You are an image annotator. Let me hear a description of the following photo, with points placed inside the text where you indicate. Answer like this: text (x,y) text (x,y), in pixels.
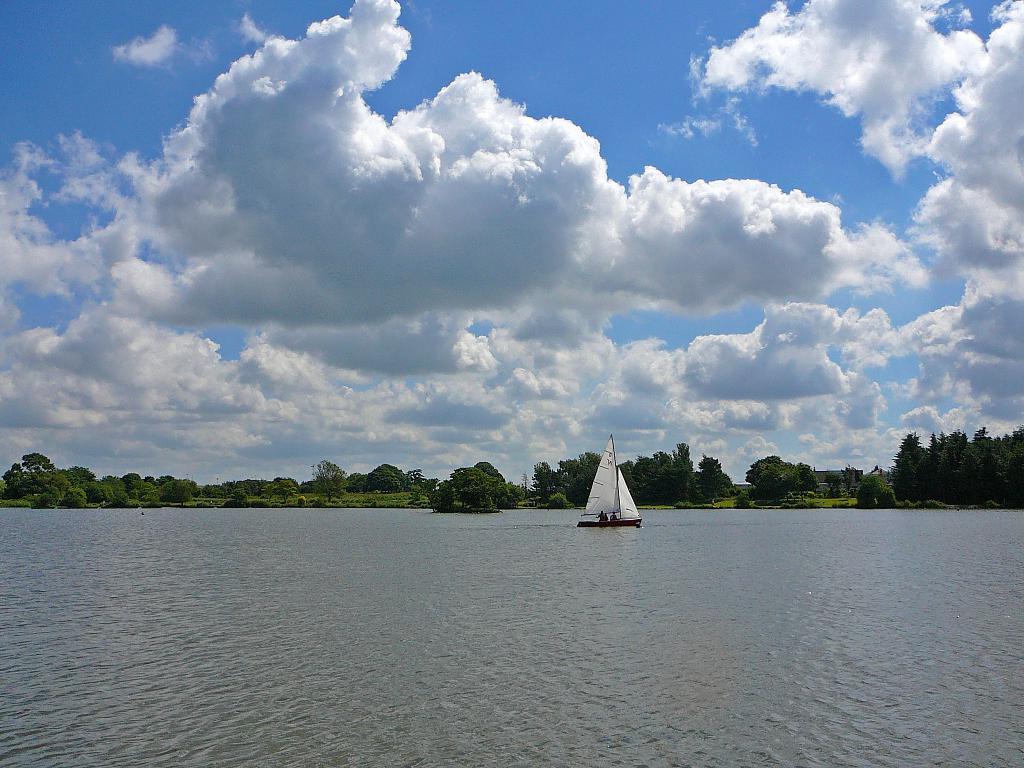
In the picture we can see the water surface (665,728) with a boat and some people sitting in it and far away from it, we can see many trees (1002,502) and behind it we can see the sky (487,317) with clouds (588,445).
